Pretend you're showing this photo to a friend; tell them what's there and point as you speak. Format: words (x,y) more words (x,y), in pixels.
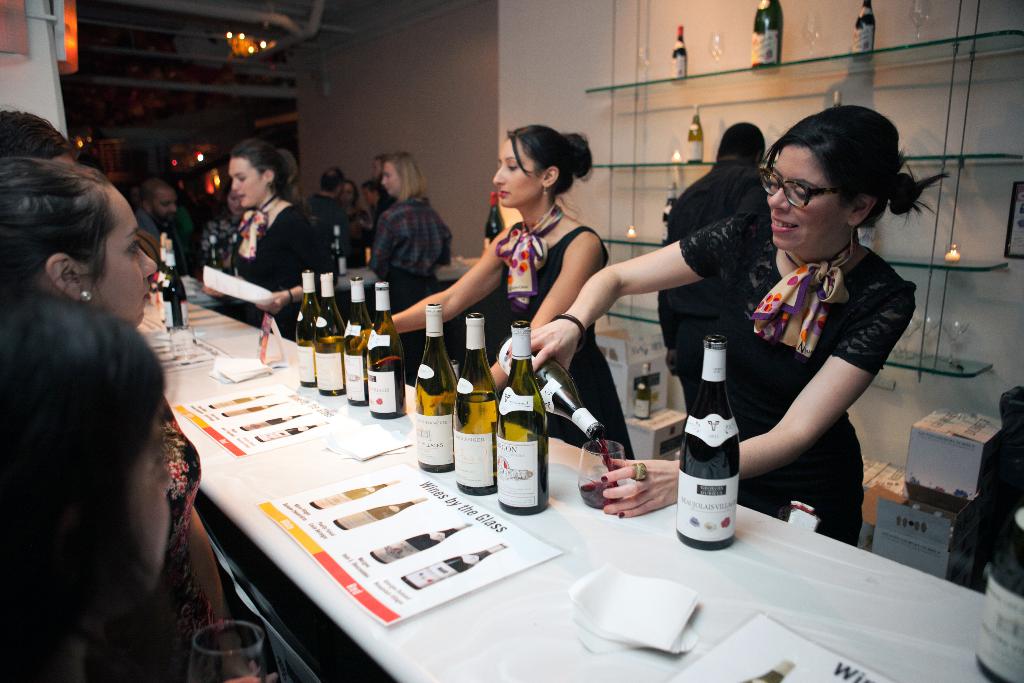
This woman (778,362) is pouring liquid (606,486) from this bottle (592,423) into a glass (600,470). On this table (230,325) there are cards (420,497) and bottles (308,355). In this rack (954,365) there are glasses (932,324) and bottles (869,5). These are cardboard boxes (939,476). Background there are people (580,261).
